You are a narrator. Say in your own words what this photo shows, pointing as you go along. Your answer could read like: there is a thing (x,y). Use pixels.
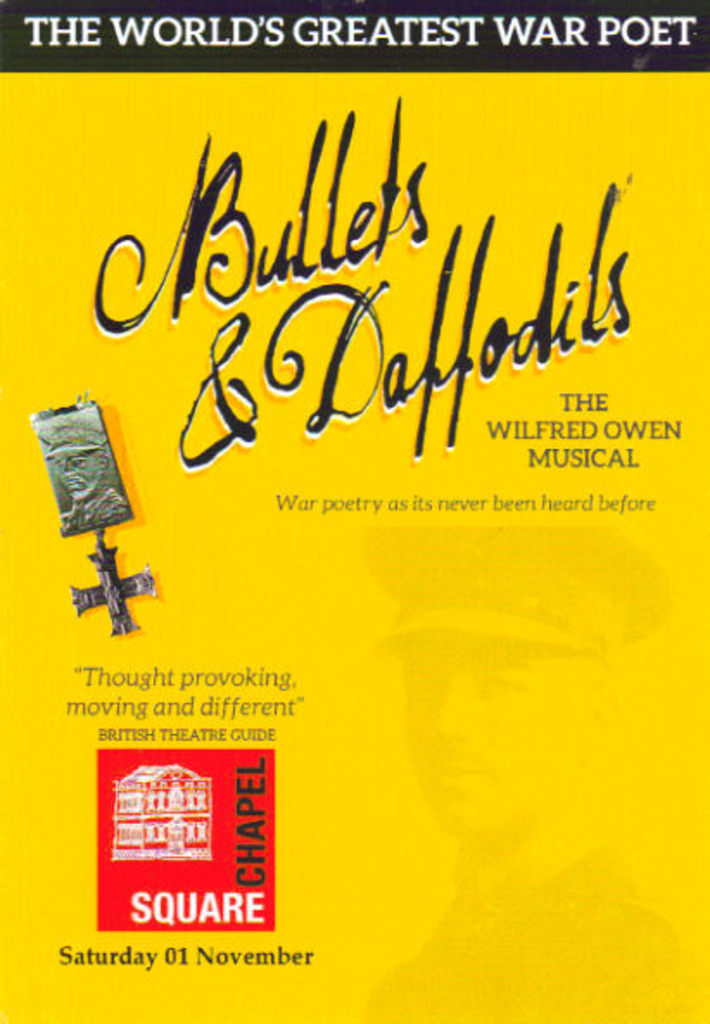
In this image we can see there is a poster (258,594) with some text (376,328) on it.
